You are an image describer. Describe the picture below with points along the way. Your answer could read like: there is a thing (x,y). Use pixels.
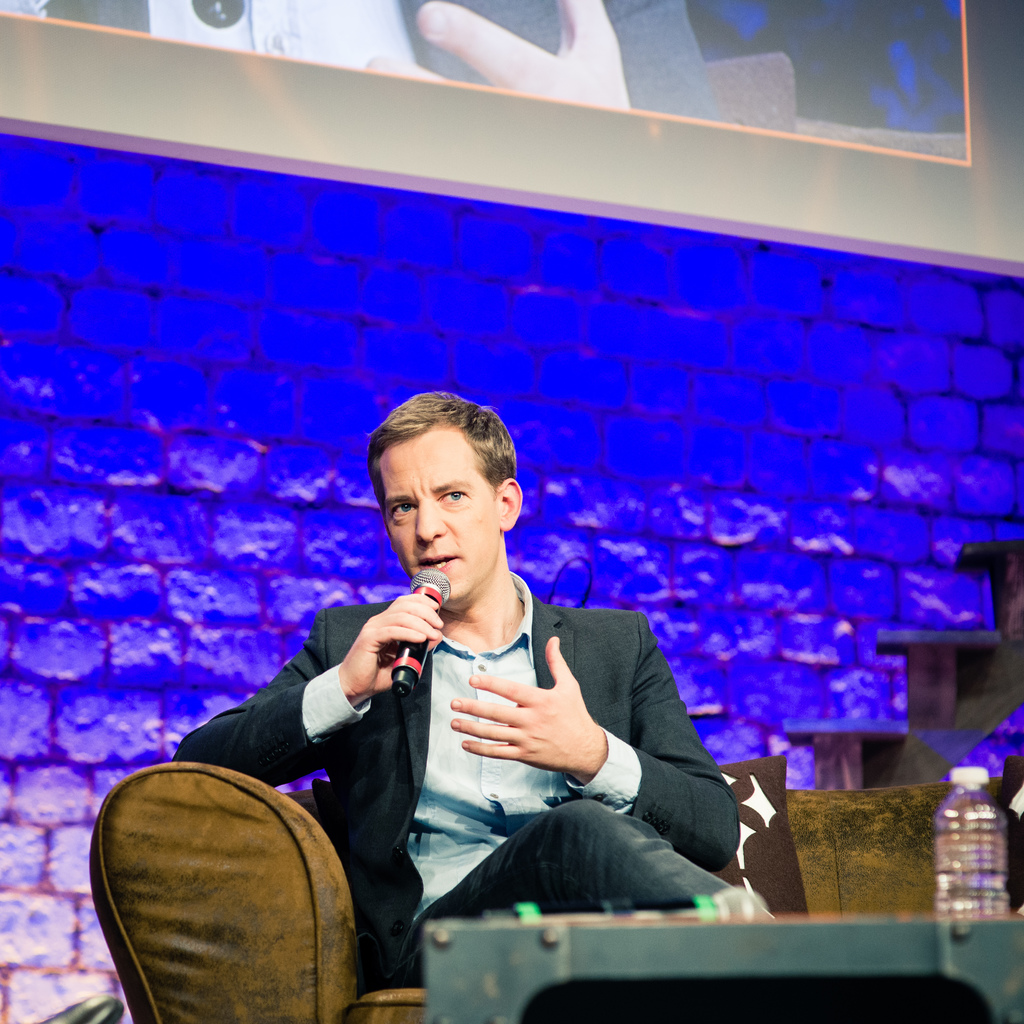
In this picture we can see a man (397,787), he is sitting on a sofa (195,774) and he is holding a mic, here we can see a pillow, bottle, table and in the background (884,390) we can see a screen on the wall (805,592).
